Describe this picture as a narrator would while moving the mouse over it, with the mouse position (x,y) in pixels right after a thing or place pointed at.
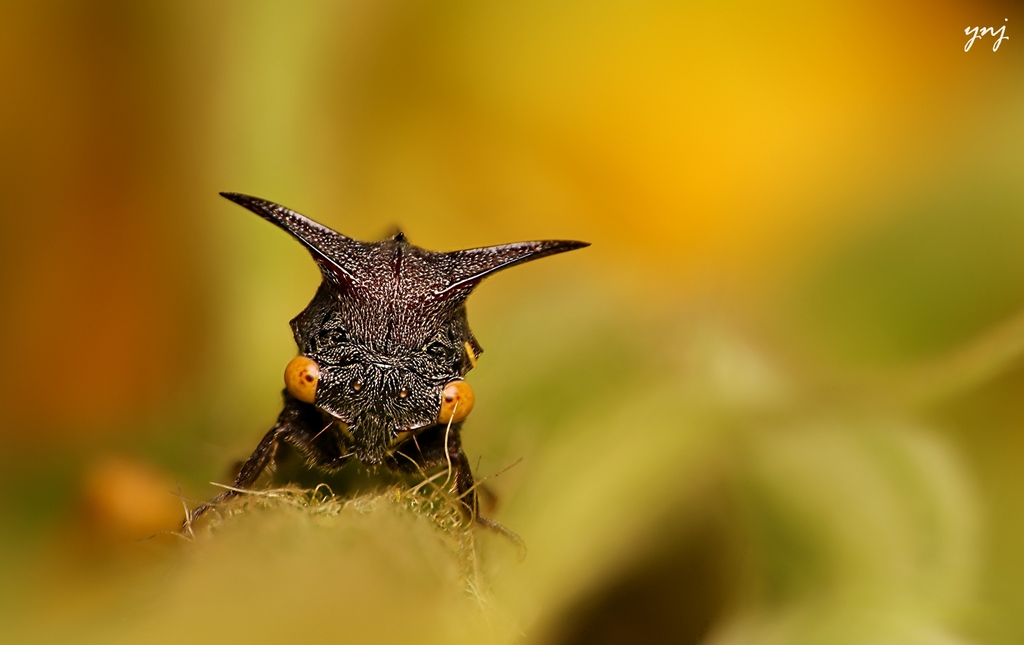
In this image we can see an insect (422,436) and the background (357,102) is blurred.
